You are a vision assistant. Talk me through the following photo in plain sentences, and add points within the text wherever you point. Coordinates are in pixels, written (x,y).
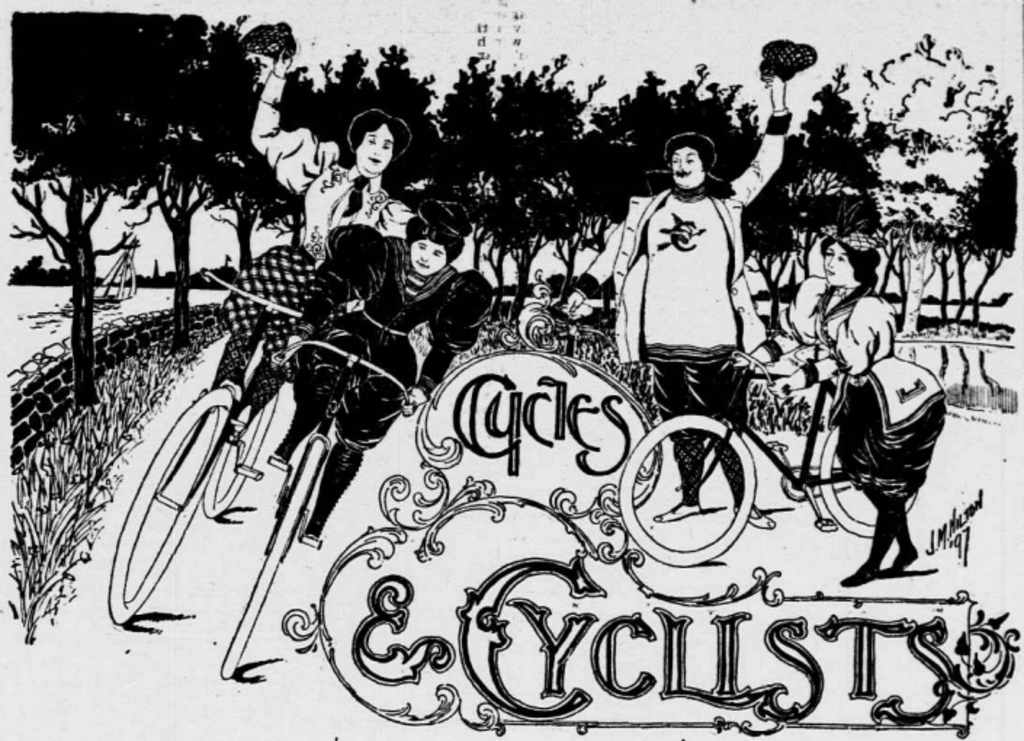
In this image we can see black and white picture of a group of people (700,369), some people (377,262) are riding bicycles (170,553). One woman (891,377) is holding a bicycle (753,490) with her hands (790,378). In the background (127,300), we can see a group of trees (553,178), a boat (120,288) on water (60,331) and the sky (211,256). At the bottom of the image (694,618) we can see some text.
